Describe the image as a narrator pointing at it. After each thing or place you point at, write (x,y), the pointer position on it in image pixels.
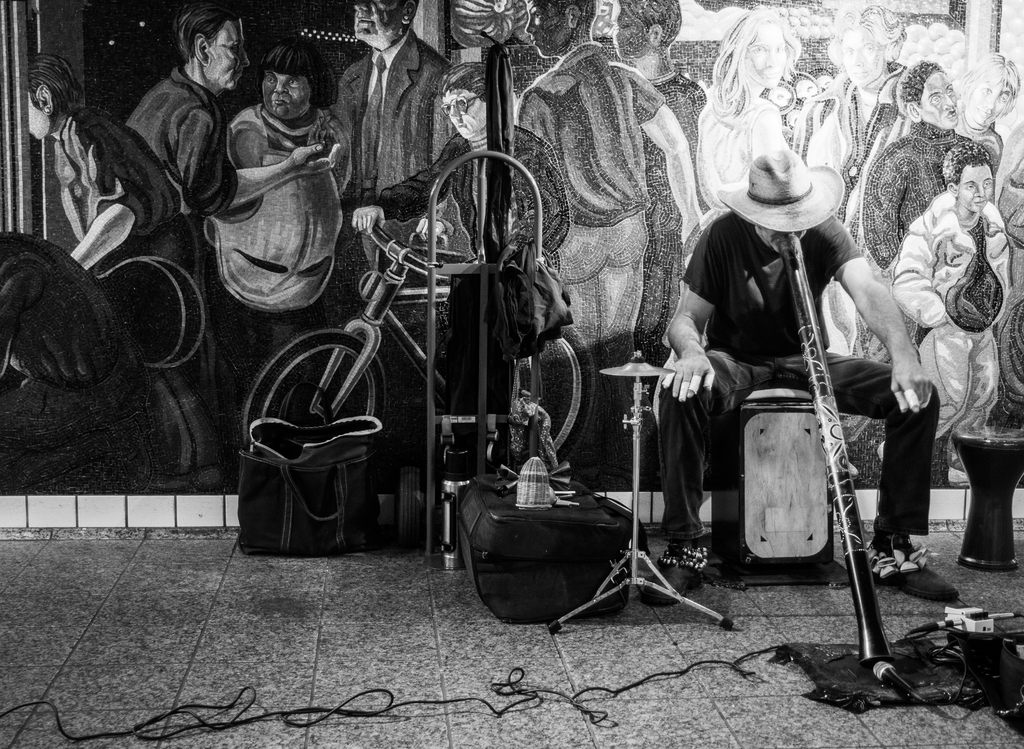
In the image in the center (660,418), we can see one person (719,396) sitting. And we can see the stands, bags (272,428) and a few other objects (845,493). In the background (626,458) there is a wall (194,82). On the wall (267,146), we can see some art work (250,160).
